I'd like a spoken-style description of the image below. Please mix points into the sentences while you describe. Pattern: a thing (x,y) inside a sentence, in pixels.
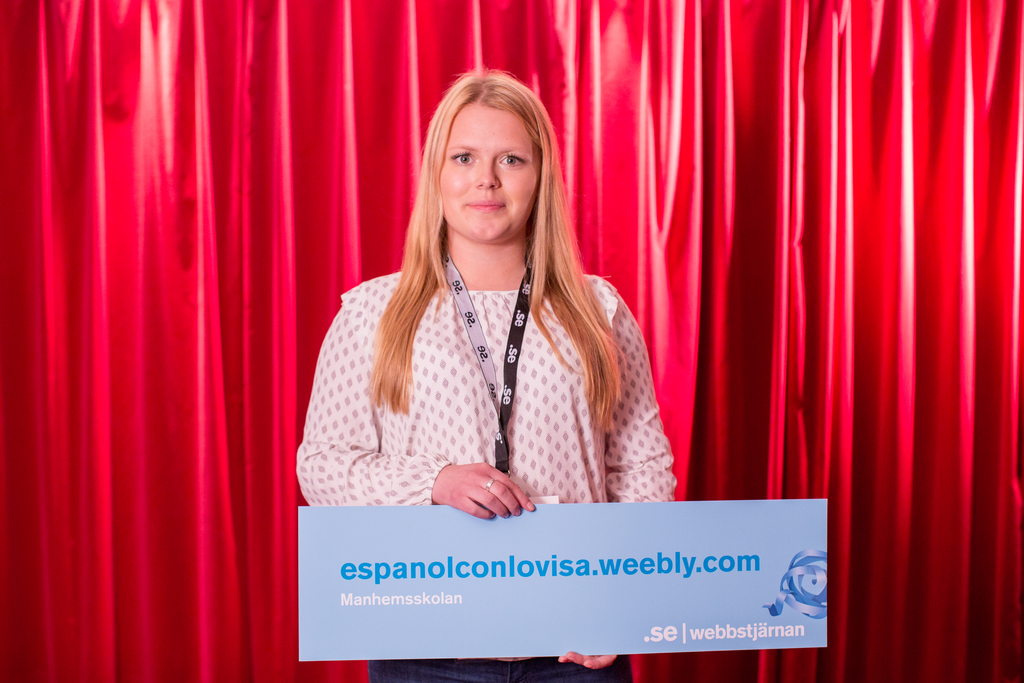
In this image there is a person (322,449) standing and holding a board (398,585), and in the background (32,356) there are curtains (707,341).
